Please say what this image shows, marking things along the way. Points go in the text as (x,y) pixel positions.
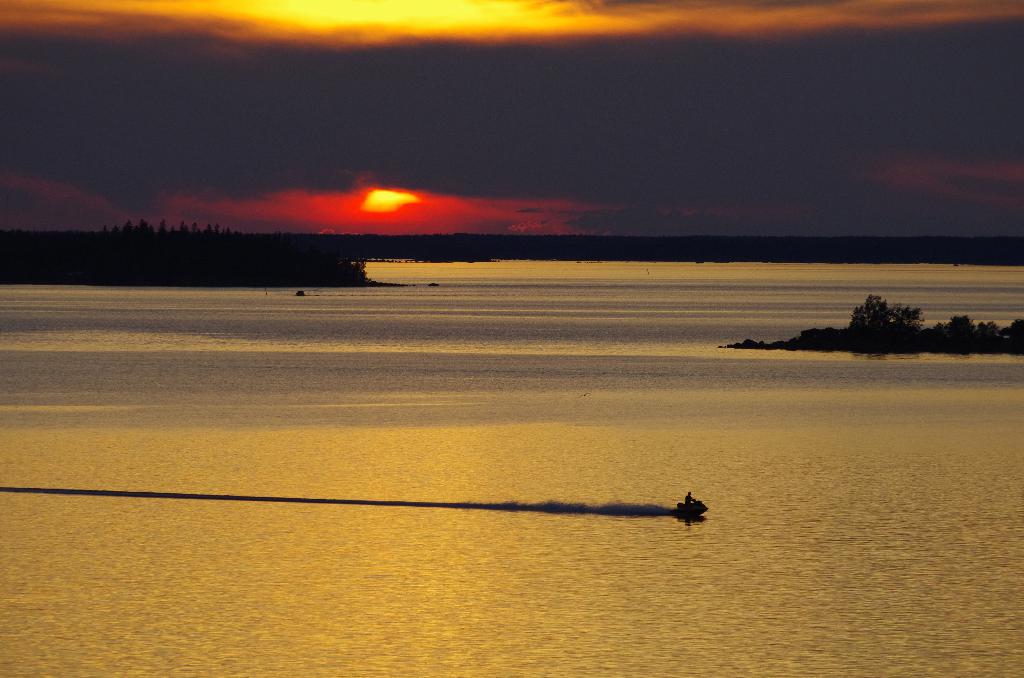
In the picture I can see boats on the water (435,545). In the background (195,258) I can see trees (222,262), the sun (389,196) and the sky (378,168).
